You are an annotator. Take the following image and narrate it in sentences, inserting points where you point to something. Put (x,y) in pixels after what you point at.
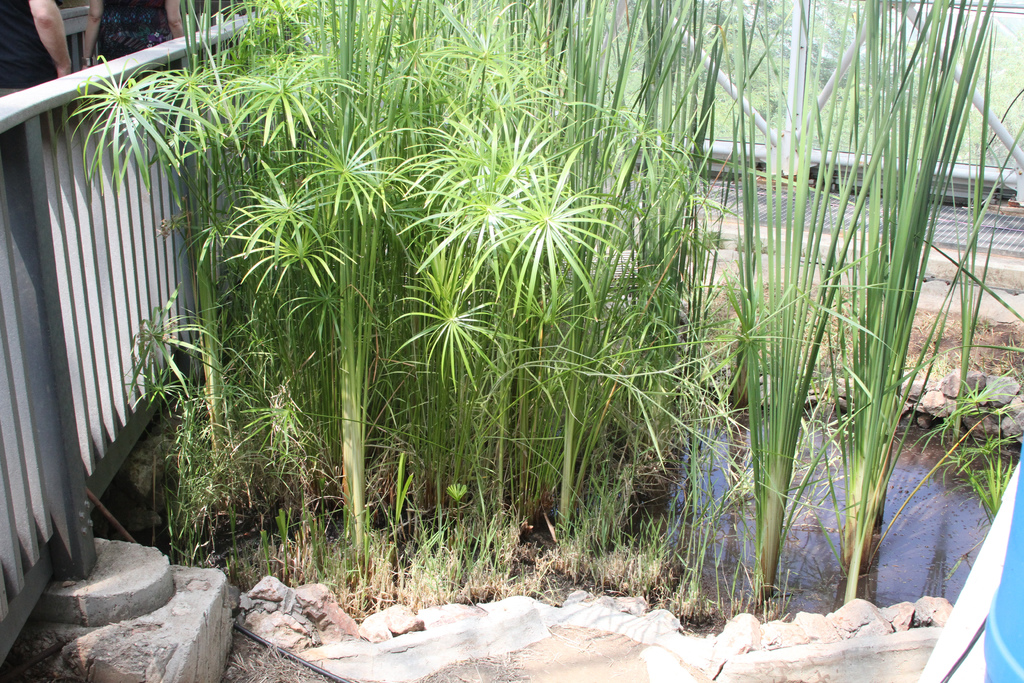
In this picture I can see two persons (20,26), iron grills (34,204), plants (421,472), grass (589,512), water (818,489), and in the background (732,119) there are trees (1001,112).
